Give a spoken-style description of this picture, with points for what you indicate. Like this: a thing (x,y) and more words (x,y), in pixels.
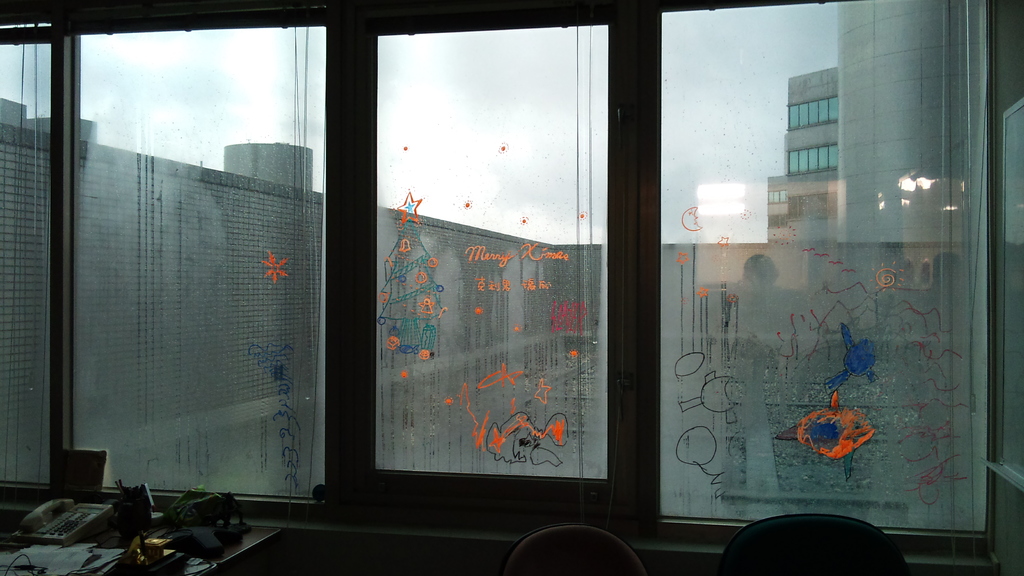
In this picture we can see chairs (811,537), telephone (76,529), papers (68,559), table (230,552), some objects (151,517), glass windows (556,317) with paintings (814,353) on it and in the background (272,234) we can see buildings (898,209), sky (666,141) with clouds (720,106).
